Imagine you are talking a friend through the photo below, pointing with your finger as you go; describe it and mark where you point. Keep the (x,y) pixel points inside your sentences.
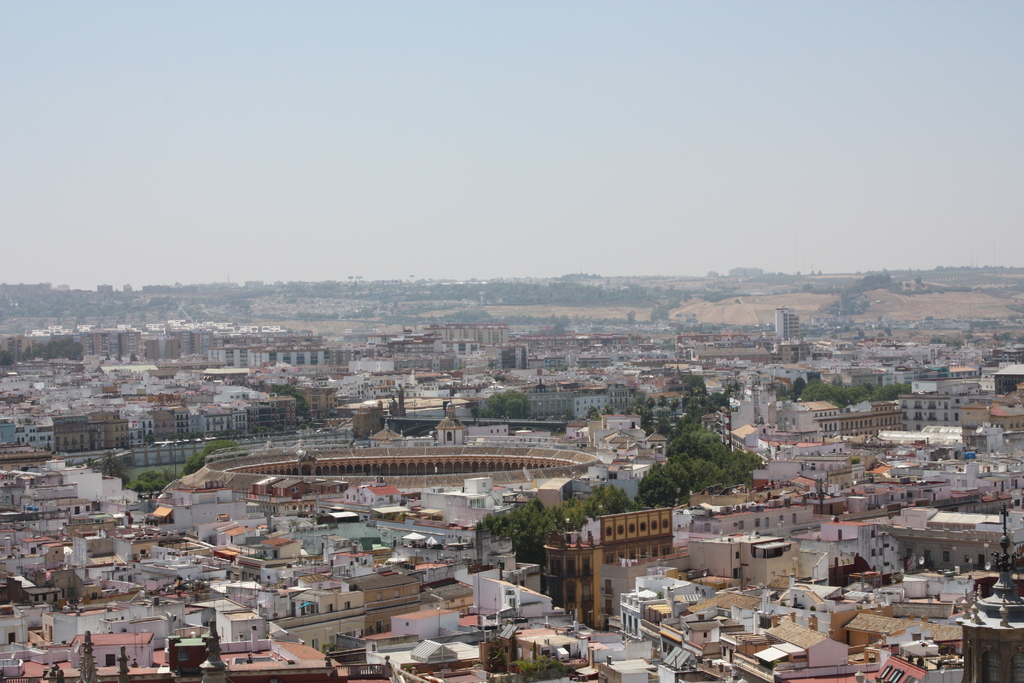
In the center of the image (467,427) we can see a buildings (856,346), trees (550,525), mountains (849,316), ground (626,307) are present. At the top of the image (381,109) sky (399,173) is there.
